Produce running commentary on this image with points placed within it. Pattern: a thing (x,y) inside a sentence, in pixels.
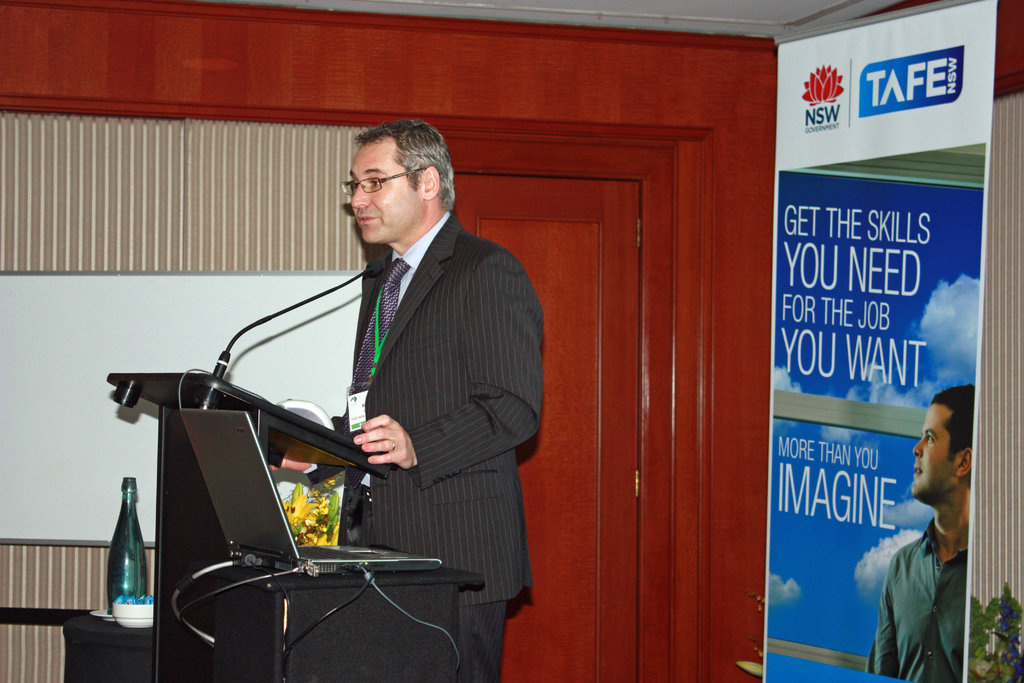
In this image we can see a man (360,331) standing at the lectern (260,408). In the background (548,304) we can see door (598,281), display screen (200,306), advertising board (831,353), laptop (359,555), cables (342,605), side table (314,607) and a glass bottle (125,543).
